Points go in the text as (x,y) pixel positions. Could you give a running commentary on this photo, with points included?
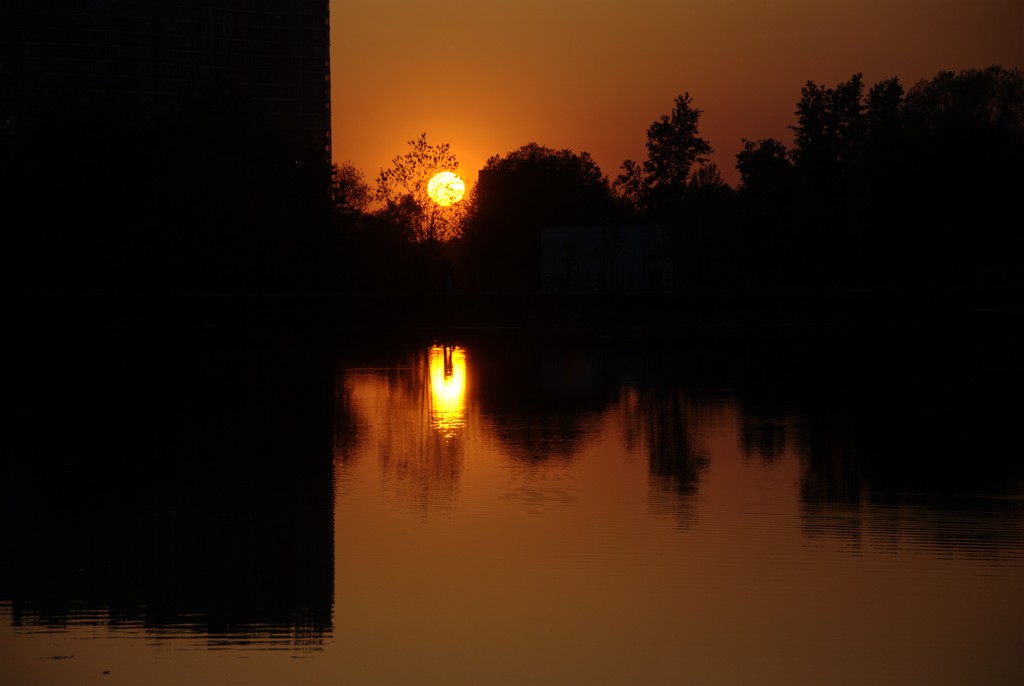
In this image there is the sky (689,76) towards the top of the image (696,67), there is the sun (462,194) in the sky (590,54), there are trees (716,242), there is a building (134,126) towards the left of the image (110,105), there is water (463,490) towards the bottom of the image (461,521).
